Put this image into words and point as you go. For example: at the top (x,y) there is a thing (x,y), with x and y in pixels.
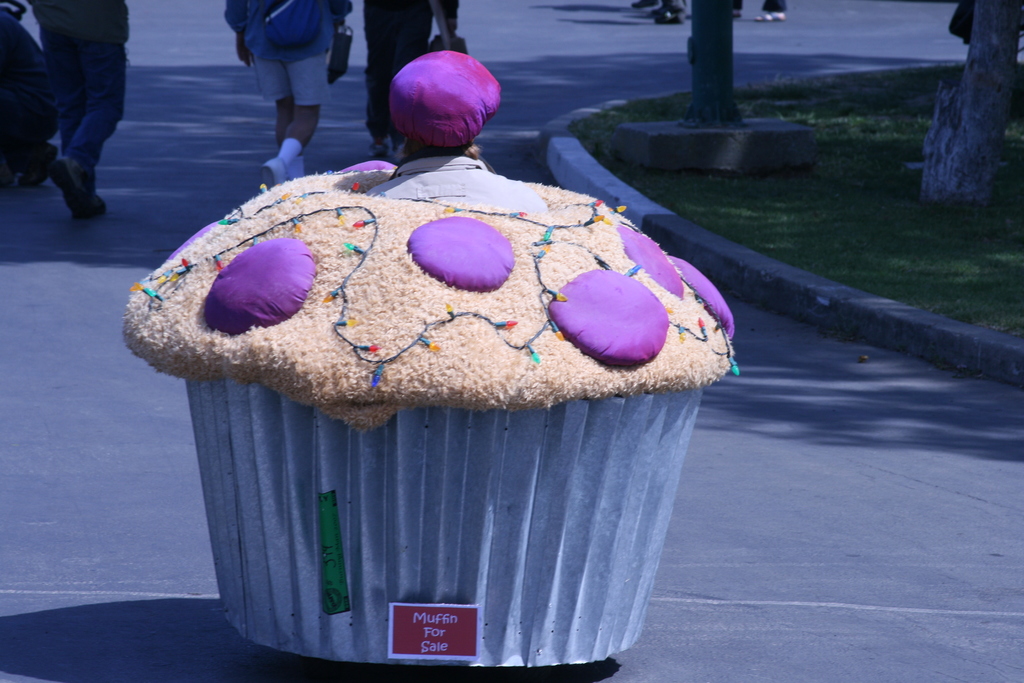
In this picture there is a model of muffin (531,363) in the center of the image (480,258), it seems to be there is a girl (458,187) inside a muffin (480,437) and there are people (741,2), trees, and grassland (683,181) in the background area of the image (825,196).
